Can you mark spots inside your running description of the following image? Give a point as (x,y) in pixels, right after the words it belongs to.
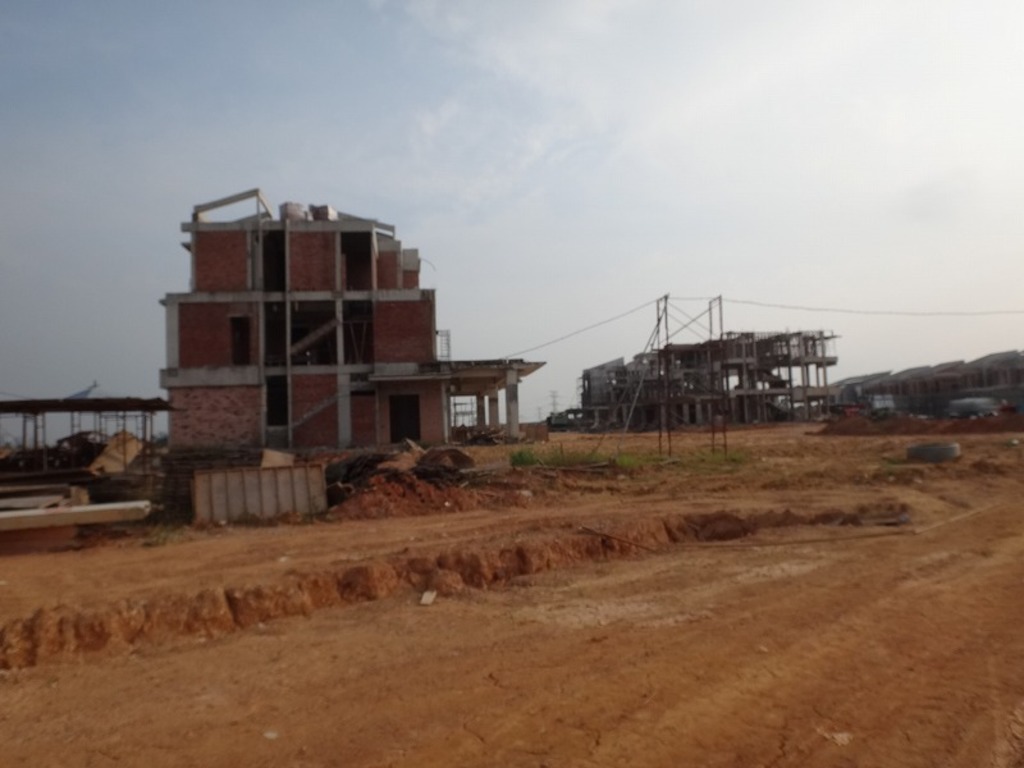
In this image there are few under construction buildings (446,389), vehicles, trees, grass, poles (659,358), cables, a road (547,510) and some clouds (565,141) in the sky (336,122).
